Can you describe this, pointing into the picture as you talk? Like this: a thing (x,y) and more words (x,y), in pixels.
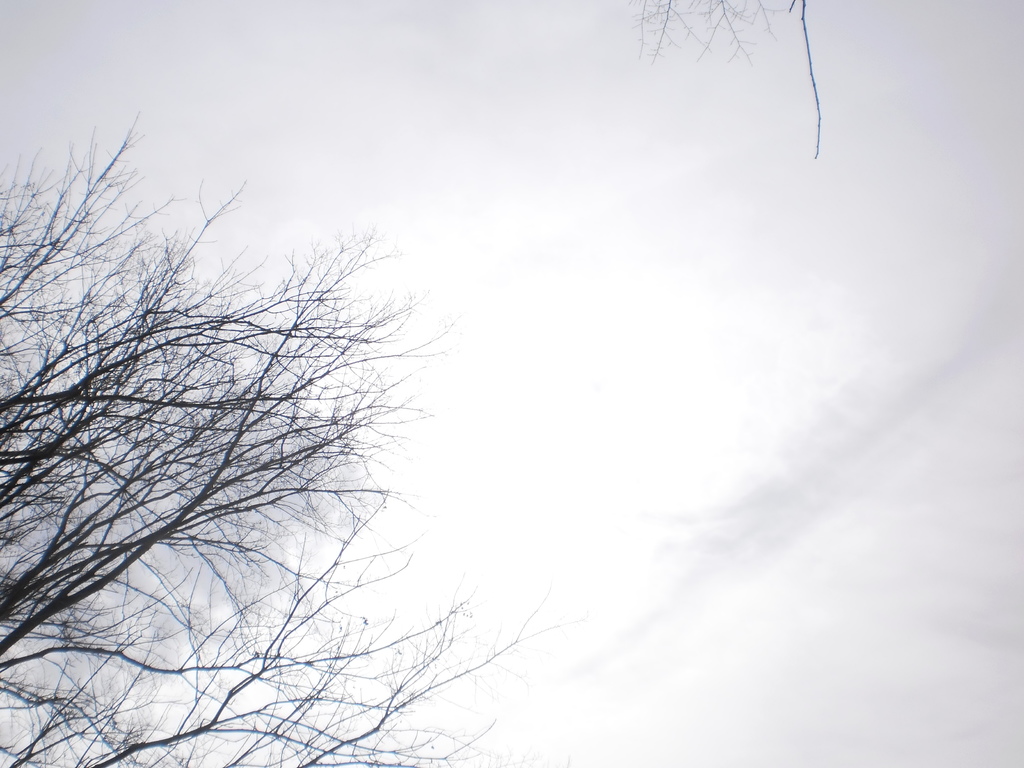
In this image in the foreground (113,449) there is a tree (303,584), and in the background (576,426) there is sky (628,290) and tree (663,40).
